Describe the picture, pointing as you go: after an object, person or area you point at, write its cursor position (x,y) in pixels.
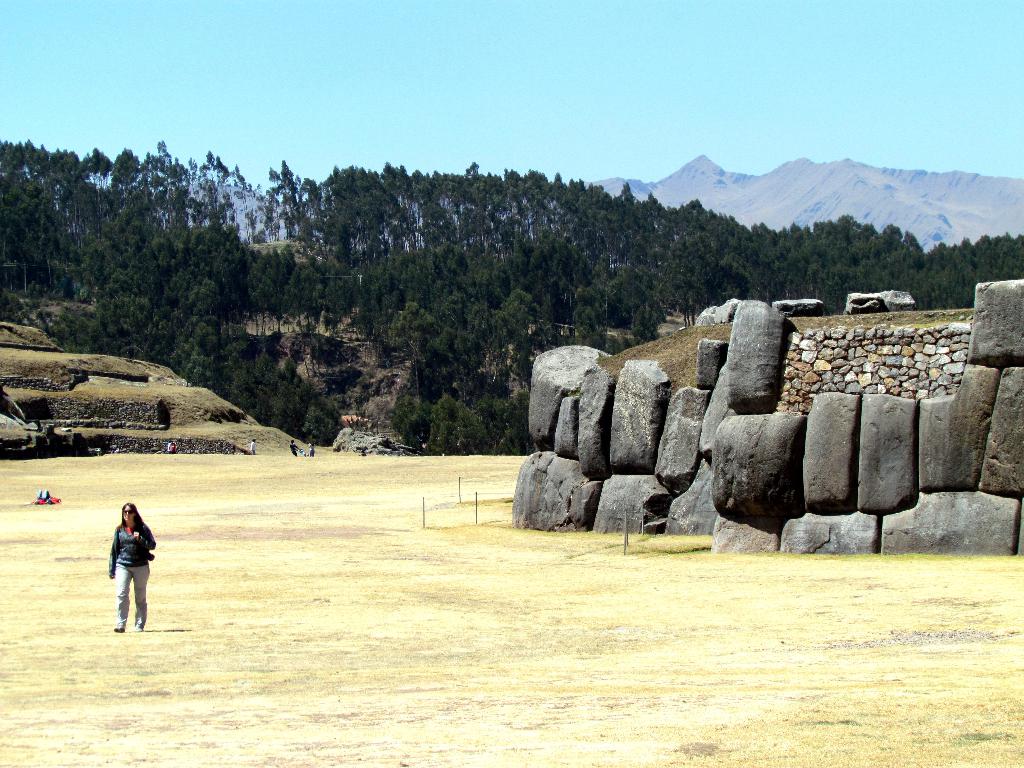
There is a person (145,553) walking on grass (863,664) and we can see stones (761,338). In the background (40,502) we can see people (40,502), trees (236,370), hills (982,198) and sky (342,77).
